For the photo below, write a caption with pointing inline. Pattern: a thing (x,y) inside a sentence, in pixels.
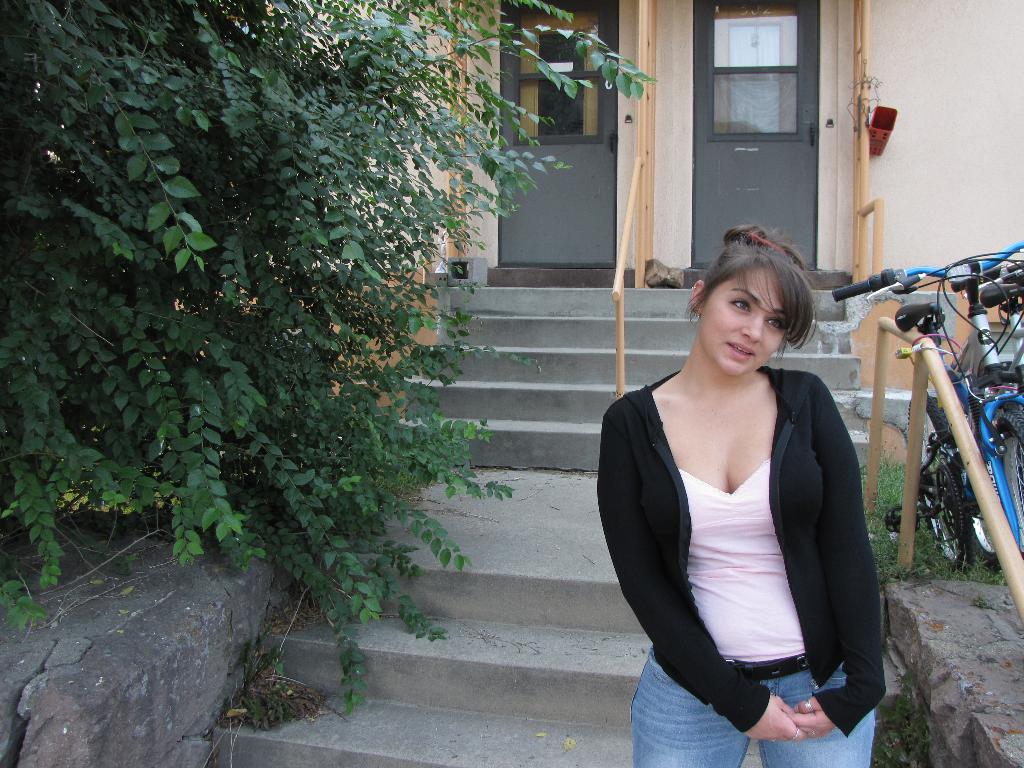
In this image we can see a woman (774,579) standing on the staircase (609,662). On the right side of the image (1001,432) we can see bicycles (1022,371) tied to a pole (970,475). In the left side of the image (313,57) we can see a tree (313,57). In the background (788,85), we can see doors (773,82), some rocks (680,278) placed on the surface (675,293) and a basket (889,119).
